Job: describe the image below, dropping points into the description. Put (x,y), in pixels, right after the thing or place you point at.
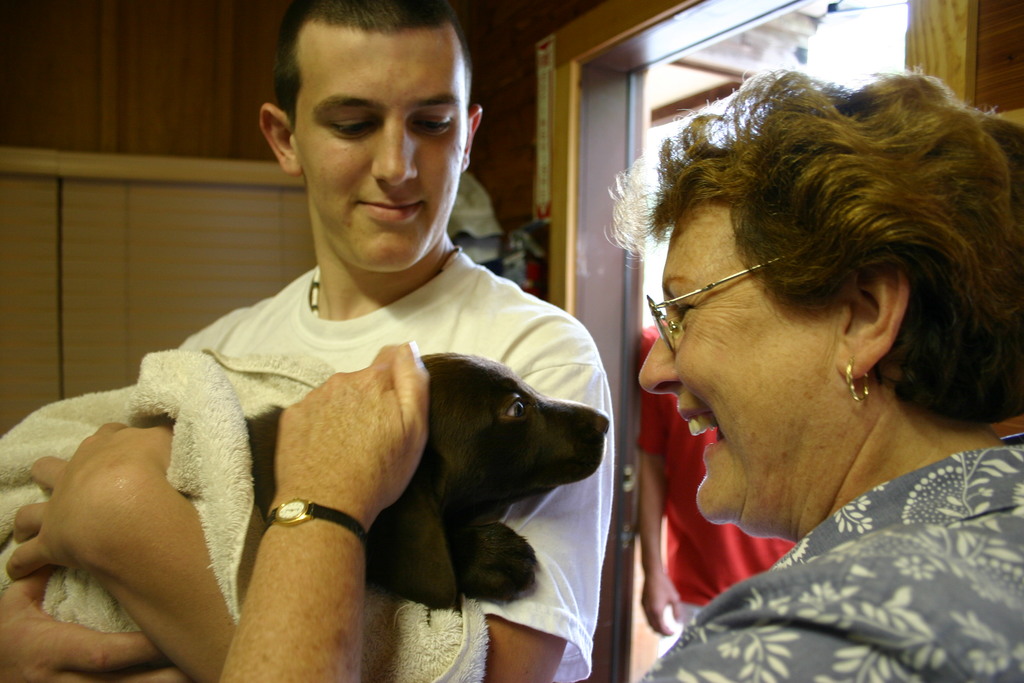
These three persons (869,417) are standing and these two persons (339,24) are holding dog (495,594). On the background (143,97) we can see wall (529,140).
